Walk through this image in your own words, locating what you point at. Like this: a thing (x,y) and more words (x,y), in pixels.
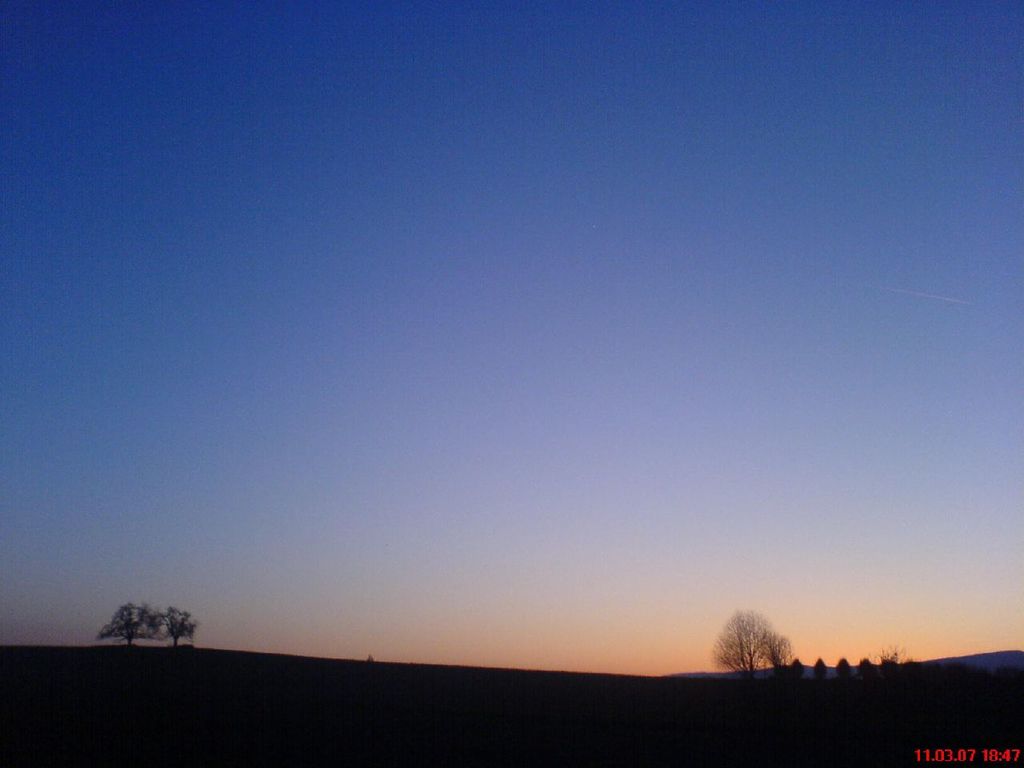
In this image, we can see some trees (742,639). In the background of the image (438,511), there is a sky (213,387).
